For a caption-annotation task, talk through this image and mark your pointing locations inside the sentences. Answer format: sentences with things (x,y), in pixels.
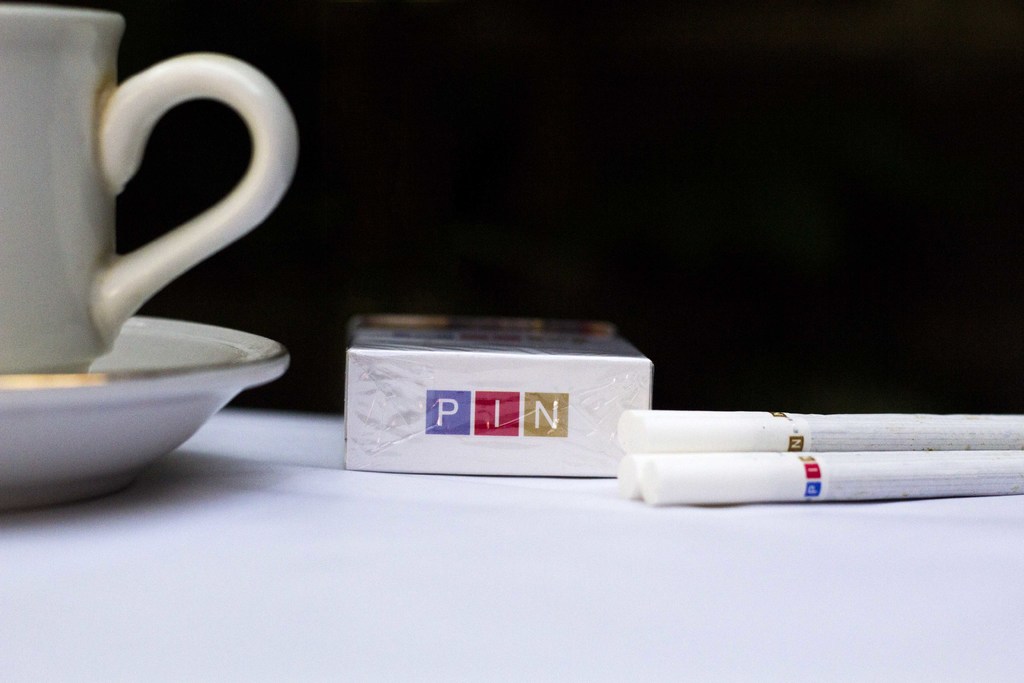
In this image I can see the white colored surface (346,590) and on it I can see a plate (162,430) and a cup (99,227) which are white in color and I can see a cigarette box (490,380) and few cigarettes (703,419) which are white in color and I can see the dark background (682,214).
